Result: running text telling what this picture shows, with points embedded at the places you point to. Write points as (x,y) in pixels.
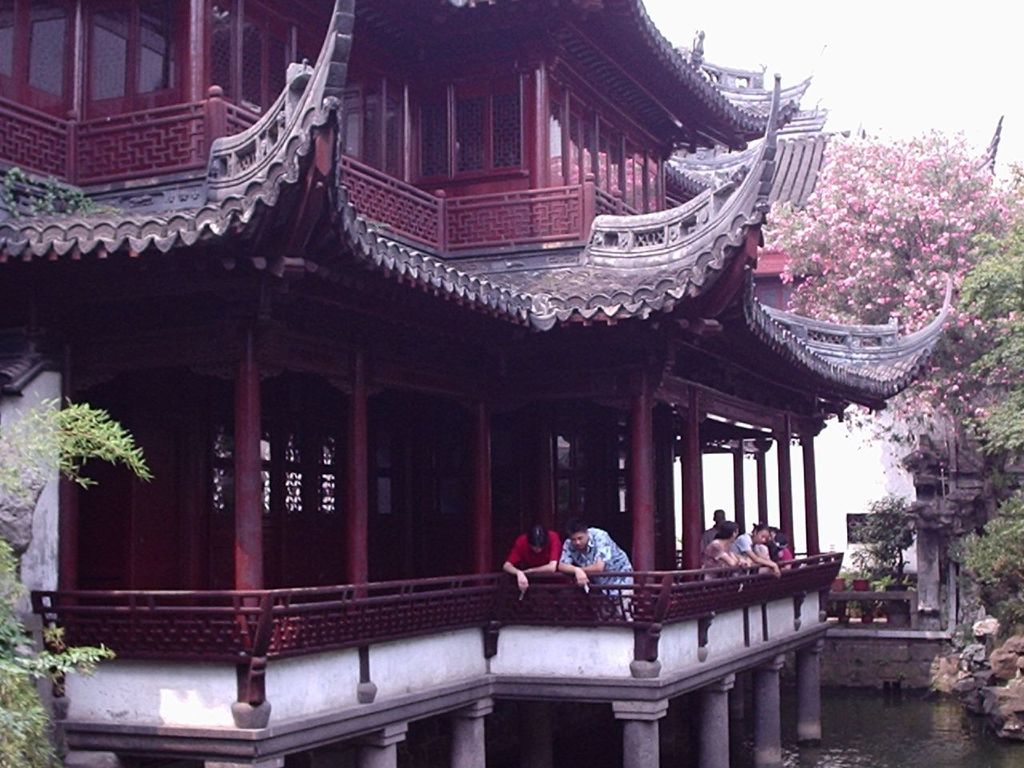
In this picture we can see few buildings (591,425) and group of people (754,552), and also we can find few trees (886,514), water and flowers (956,276).
